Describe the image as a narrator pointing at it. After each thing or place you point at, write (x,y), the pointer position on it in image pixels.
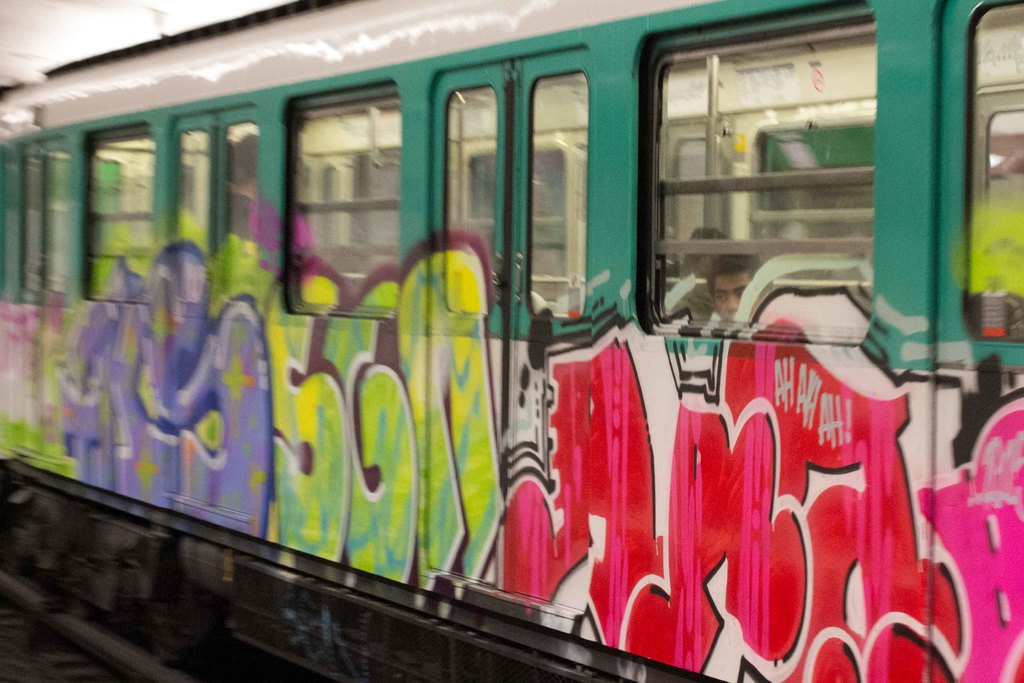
In this picture I can see a train (169,600) on the railway track (11,578), there are two persons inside the train (659,356) and there is graffiti (343,458) on the train (470,422).
